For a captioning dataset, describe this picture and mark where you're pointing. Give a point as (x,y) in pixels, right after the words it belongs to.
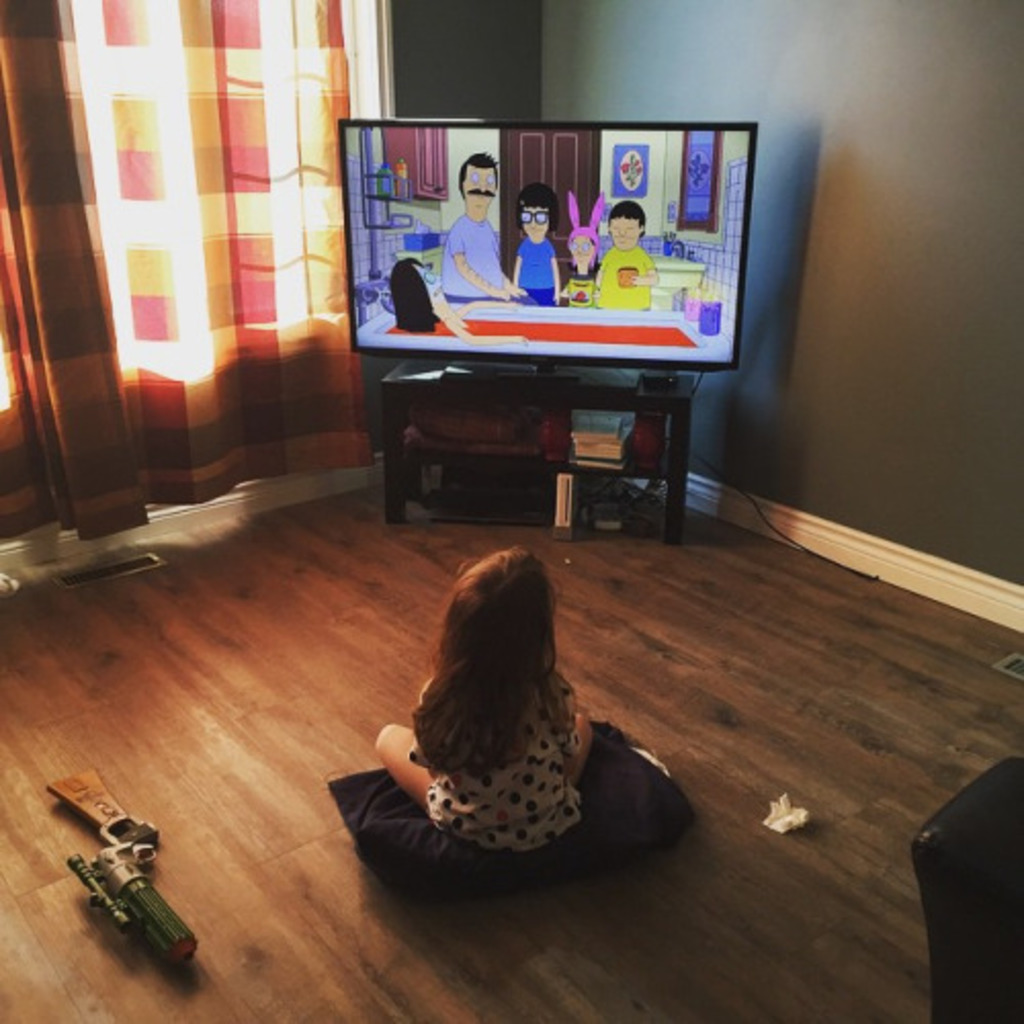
In this picture there is a television (755,140) in the center of the image (674,518) on a desk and there is a small girl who is sitting in the center of the image (535,558), on a pillow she is watching the television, there is a toy gun (119,846) on the left side of the image (121,893) and there is a window (151,139) with curtain (113,108) on the left side of the image (78,21).
